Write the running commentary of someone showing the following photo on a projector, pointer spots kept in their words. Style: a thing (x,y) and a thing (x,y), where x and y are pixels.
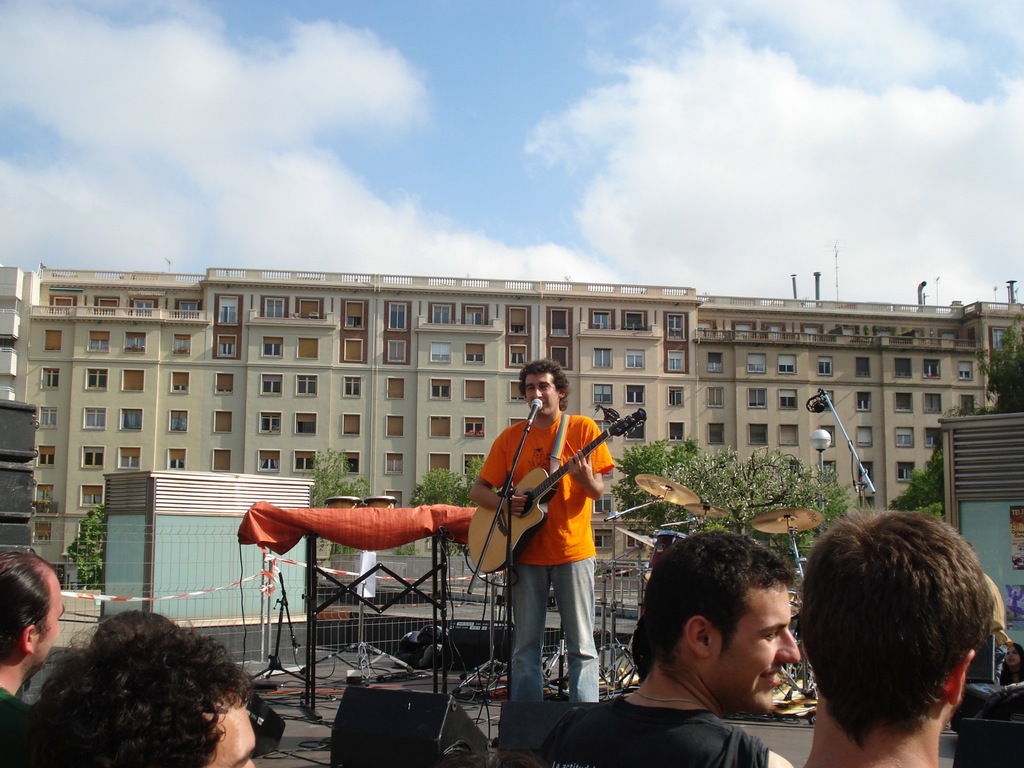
This image is clicked in a musical concert. There is a building (612,378) on the back side (684,339) and there is Sky (481,230) on the top (689,140). There are so many musical instruments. A person (535,652) is standing in the middle (581,425). He is holding a guitar (514,560) and singing something. There are so many people (775,615) in the bottom (746,637).
